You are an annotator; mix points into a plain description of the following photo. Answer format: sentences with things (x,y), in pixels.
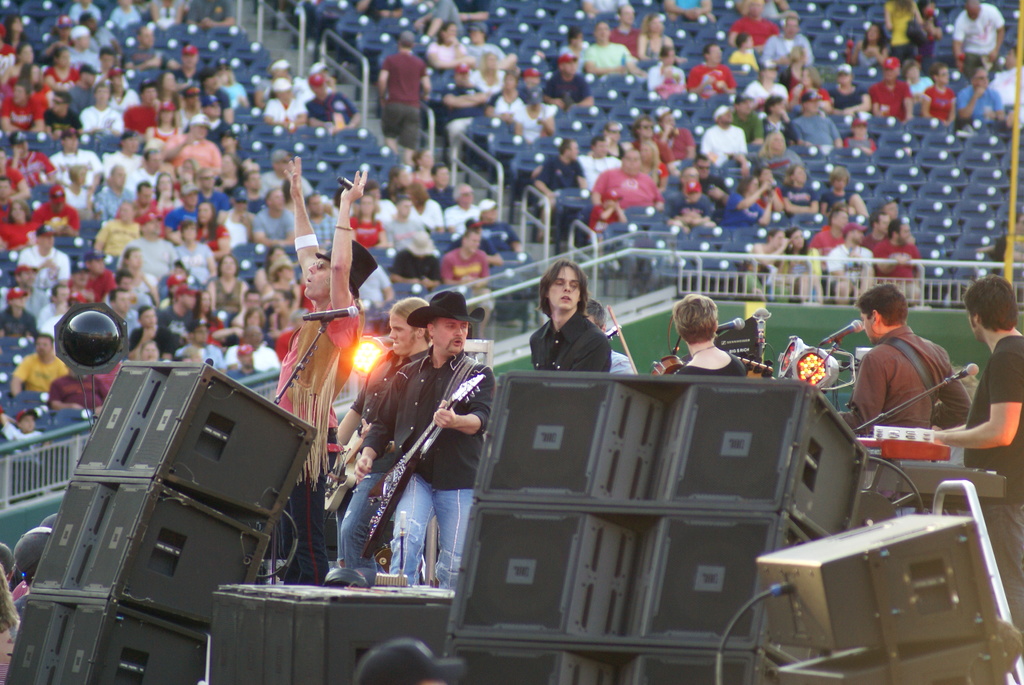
In this image I can see number of black colour things (222,607) in the front (888,577) and behind it I can see few people (998,376) are standing. I can see some of them are holding guitars (382,533). I can also see number of mics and lights (781,367) near them. In the background (980,108) I can see number of people (10,186) where few are standing and rest all are sitting on chairs (967,186). I can see this image is little bit blurry in the background (759,201) and I can also see railings (596,235), stairs (440,147) in the background (372,91).
